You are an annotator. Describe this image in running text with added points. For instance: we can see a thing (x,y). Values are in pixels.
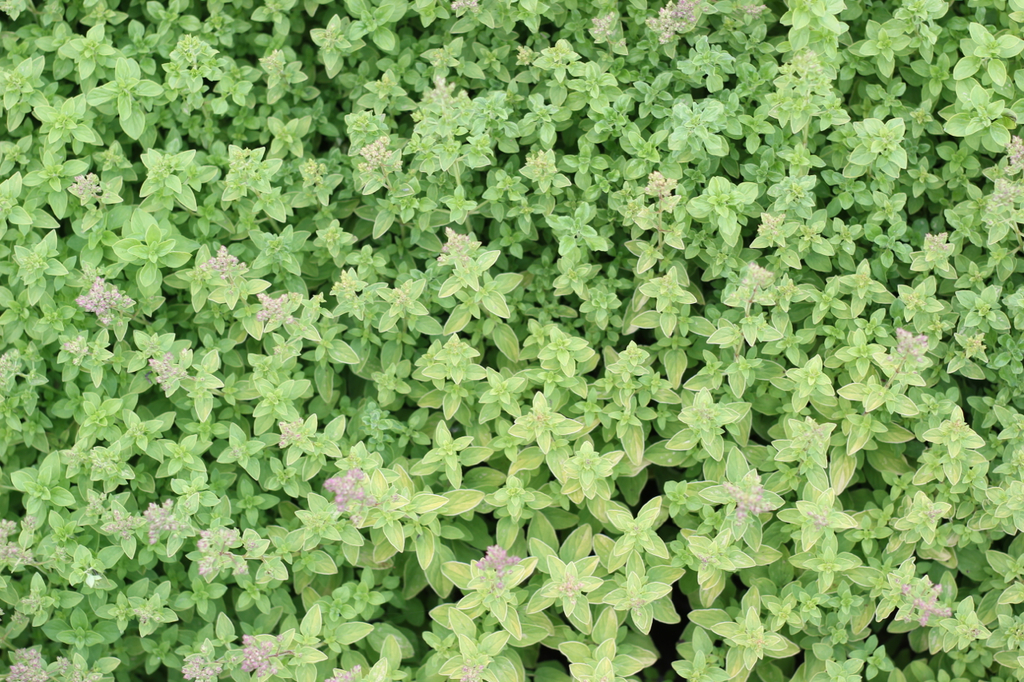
There are plants (309,482) having green color leaves (764,407). Some of these plants (271,311) are having flowers (112,290).
